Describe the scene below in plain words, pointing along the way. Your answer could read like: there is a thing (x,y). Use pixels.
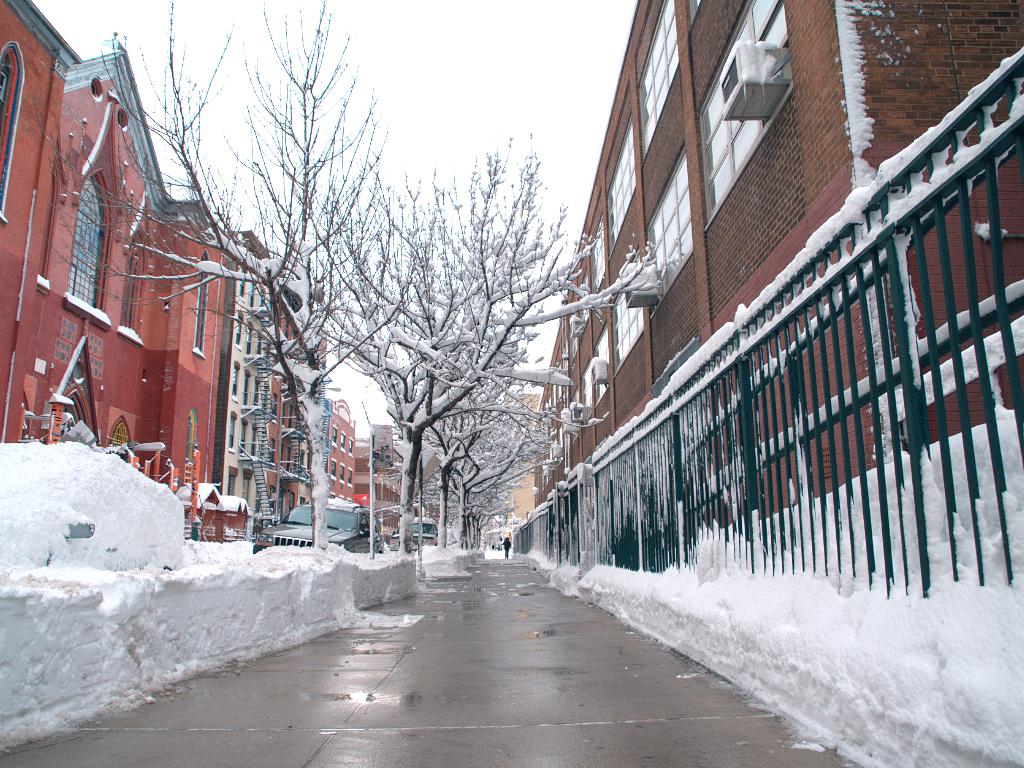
In this picture there is a way (455,581) and there are buildings (214,368) on either sides of it and there is a fence (779,456) which is covered with snow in the right corner (719,354) and there are few trees (426,388) and vehicles (348,529) which are covered with snow (309,345) in the left corner (317,375).
